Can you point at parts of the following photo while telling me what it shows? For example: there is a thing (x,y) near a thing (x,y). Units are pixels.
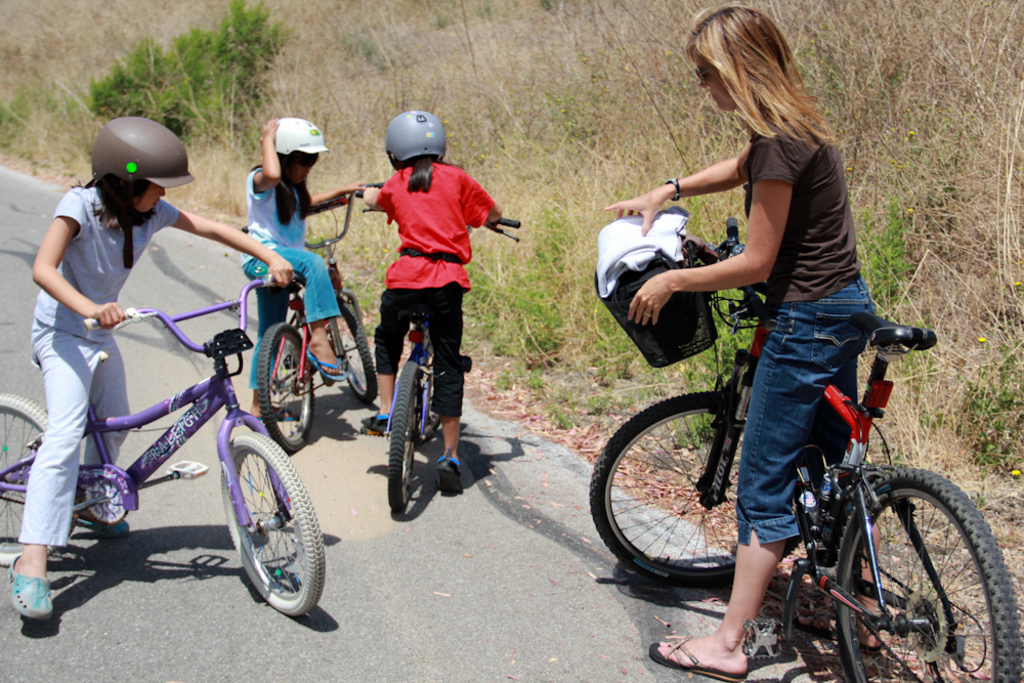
In this picture these three persons (116,125) are sitting on the bicycle (340,282) and holding bicycle (346,301). This person (842,365) standing and holding bicycle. These three persons (478,220) wear helmet (163,167). On the background (518,108) we can see plants (284,34). This is road (20,233).
